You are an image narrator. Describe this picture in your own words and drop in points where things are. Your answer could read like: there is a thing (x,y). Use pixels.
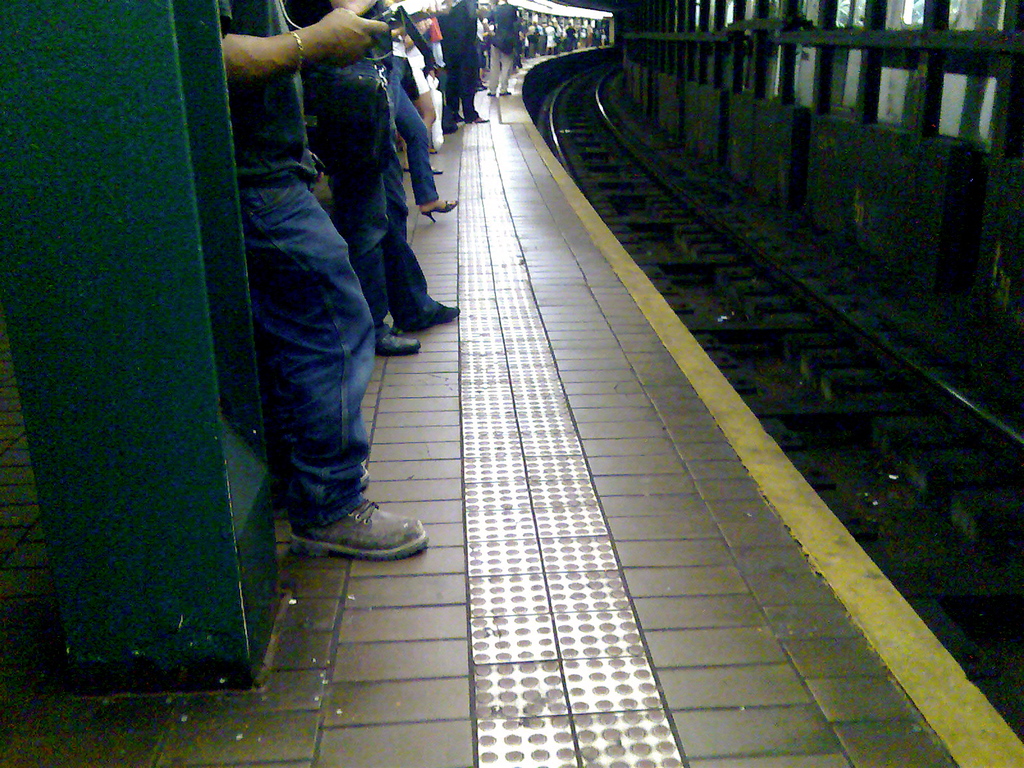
The picture is taken in a railway station (307,94). In the center of the picture (352,441) there are people (471,79) standing on the platform (508,157) and there is a railway track (566,77). In the background (596,33) there are lights (590,10) and people (585,35). On the right (952,101) it is wall (817,168). On the left (144,261) there is a pole (144,393).
